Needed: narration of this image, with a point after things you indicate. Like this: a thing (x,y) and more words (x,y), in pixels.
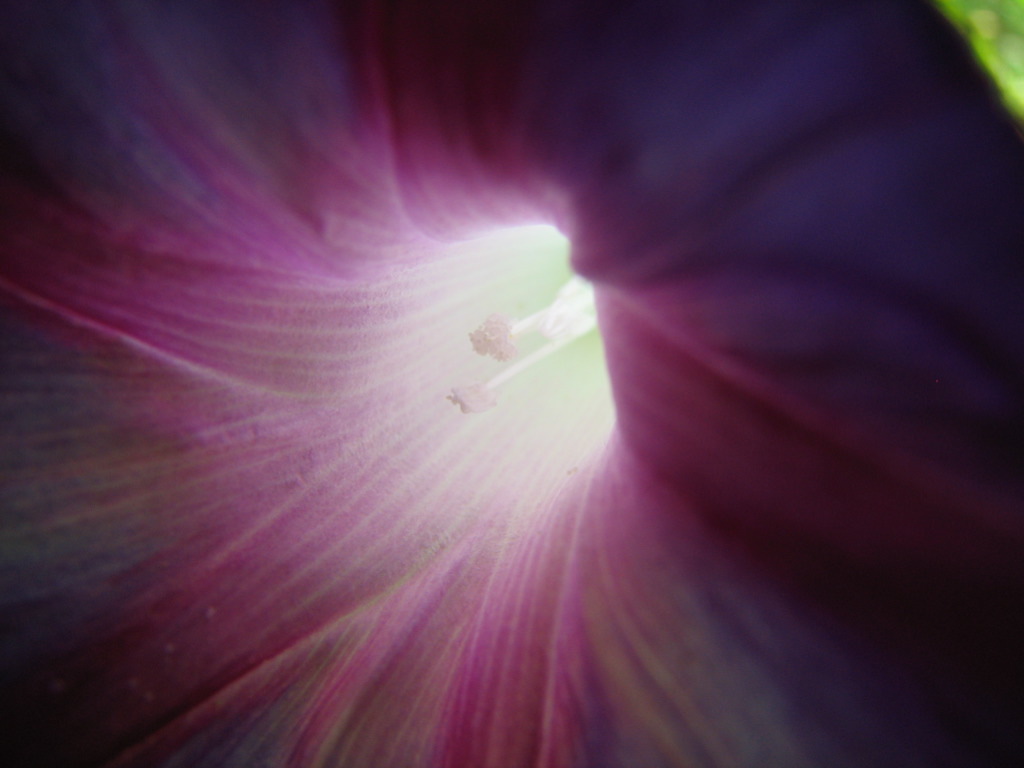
In this image we can see the inside view of a flower (475,152).
